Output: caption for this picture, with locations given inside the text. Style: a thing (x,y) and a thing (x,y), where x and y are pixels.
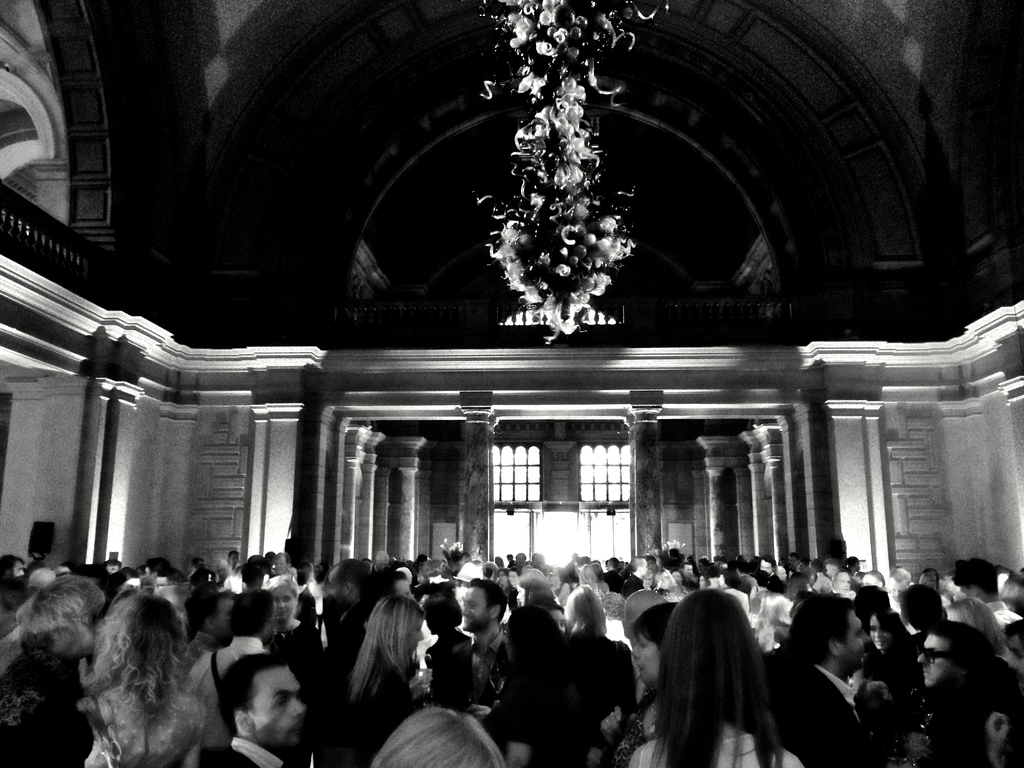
This image is a black and white image. This image is taken indoors. In the background (333,469) there are a few walls (424,456) with a window (528,491). There are a few pillars (474,499) and there is a railing (71,249). At the top of the image (761,74) there is a roof (268,110) and there is a chandelier (564,228). At the bottom of the image (163,636) there are many people (757,729) standing on a floor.
